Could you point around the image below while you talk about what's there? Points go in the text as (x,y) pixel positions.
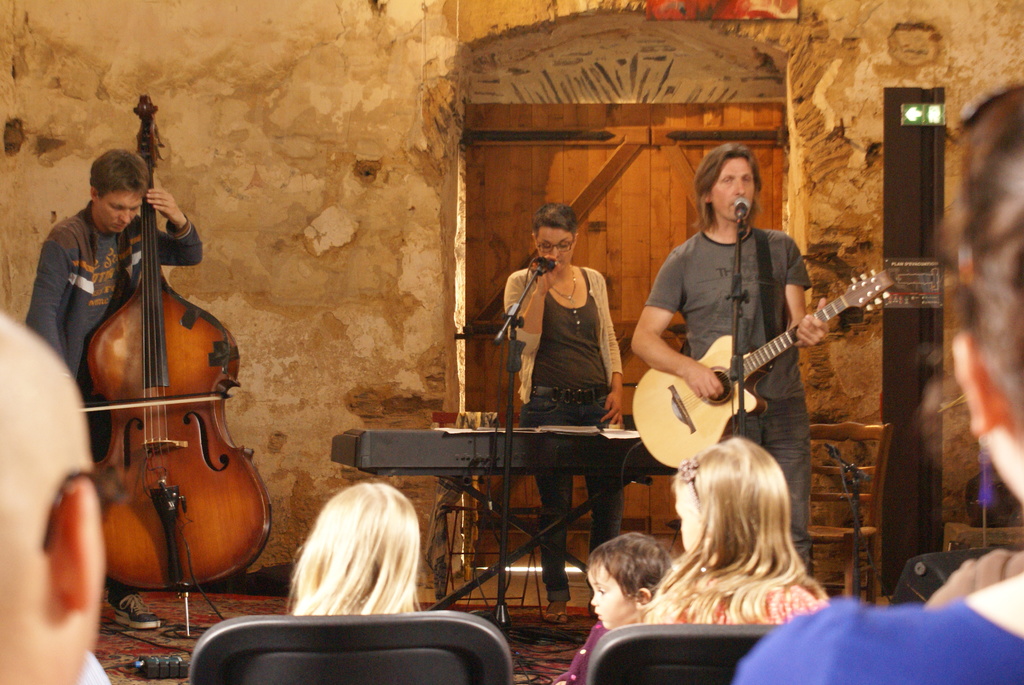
A person (99,304) in the left (92,316) is holding big violin (167,426) and playing. A woman (547,334) in the back (517,286) is singing. And there is a keyboard (551,446) in front of her. Also a person (718,287) is singing and playing guitar (701,407). In the front (319,595) there are some people (608,613) is sitting on chairs (466,638). In the back (648,159) there is a wall (246,205) with a wooden door (617,188). And there are mic stands (518,350) and mics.
